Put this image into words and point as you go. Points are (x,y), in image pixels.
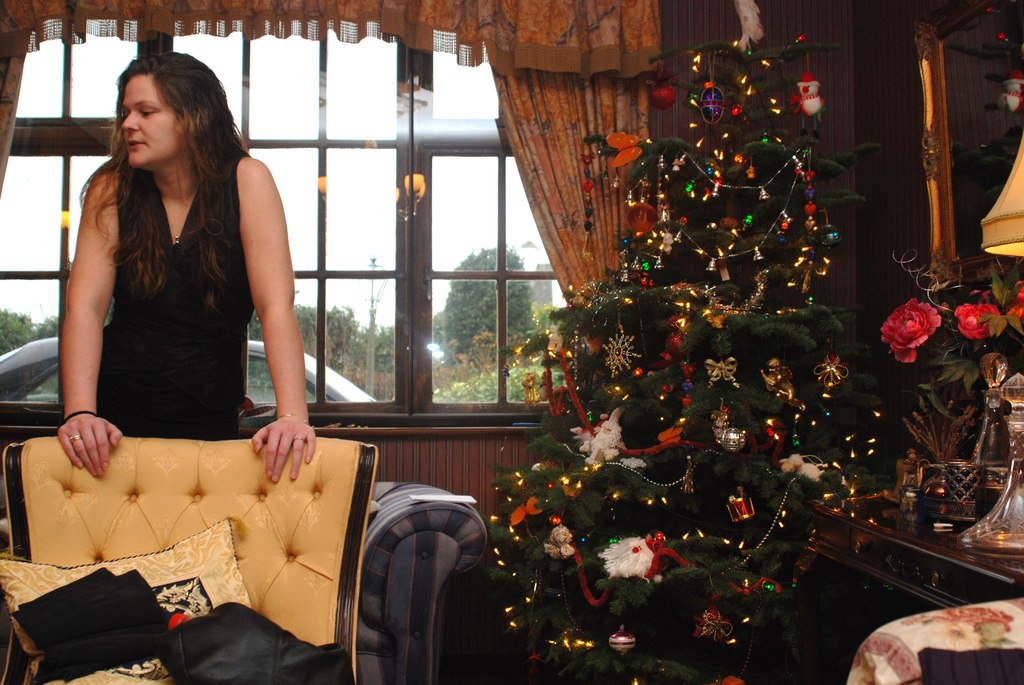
In the picture I can see a woman (173,391) on the left side (179,418) and she is wearing the black color clothes (205,363). I can see a sofa (351,528) and there is a pillow (219,584) on the sofa (261,608). I can see a Christmas tree (619,495) with lighting arrangement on the right side (775,503). I can see a wooden drawer (923,526) on the right side (969,573) and I can see a flower vase (947,504) and a table lamp (1018,225) are kept on the wooden drawer (935,556). I can see a mirror (933,84) on the top right side of the picture (952,63). I can see the glass windows (461,129) and curtain (494,78). In the background (345,354), I can see a car (256,356) and trees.
